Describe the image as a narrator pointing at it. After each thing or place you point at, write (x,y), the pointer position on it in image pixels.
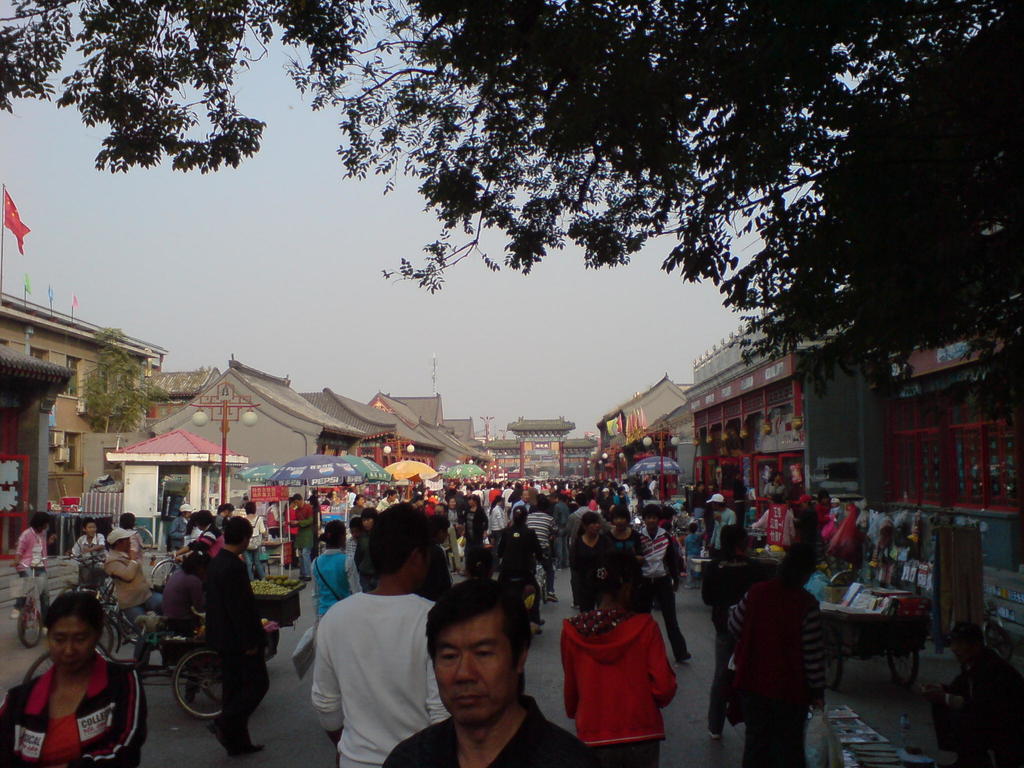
In the foreground (331,568) I can see a crowd (454,626), shops (68,538), street lights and vehicles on the road (540,610). In the background (961,479) I can see buildings (952,449), flags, trees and the sky (274,166). This image is taken may be on the road (9,681).
